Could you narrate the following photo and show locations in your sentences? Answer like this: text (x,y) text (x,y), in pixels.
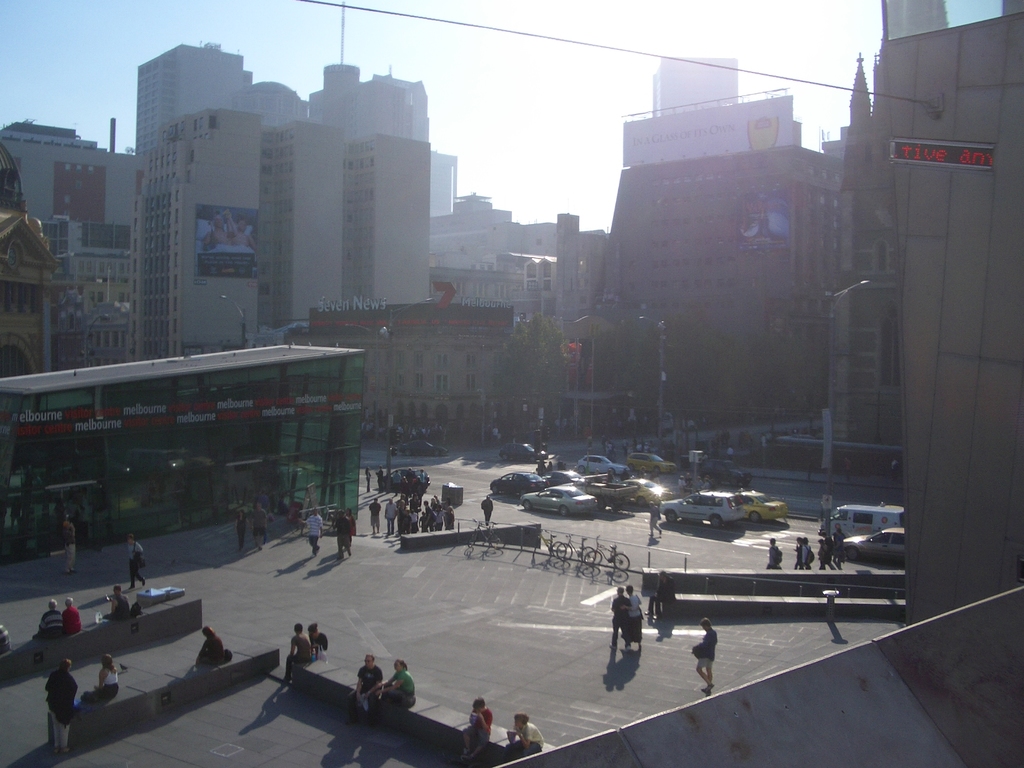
In this image I can see group of people (365,716) some are sitting and some are walking. I can also see few vehicles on the road (402,462), buildings (435,416) in cream and white color, trees (700,378) in green color, few light poles (661,367) and the sky (516,147) is in white color.
